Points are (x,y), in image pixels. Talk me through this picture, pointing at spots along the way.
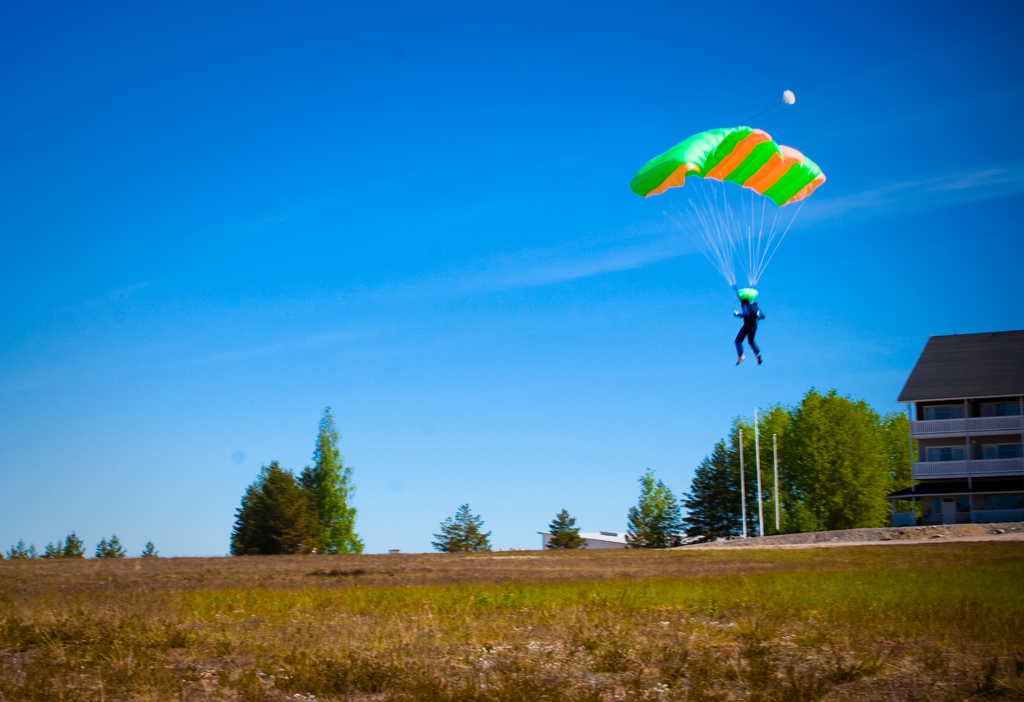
In this image we can see there is a parachute (702,145) in the air (854,346). On the right side of the image (910,450) there is a building (899,492), beside the building (958,460) there are some trees (859,506). In the background (388,302) there is a sky (305,353).
